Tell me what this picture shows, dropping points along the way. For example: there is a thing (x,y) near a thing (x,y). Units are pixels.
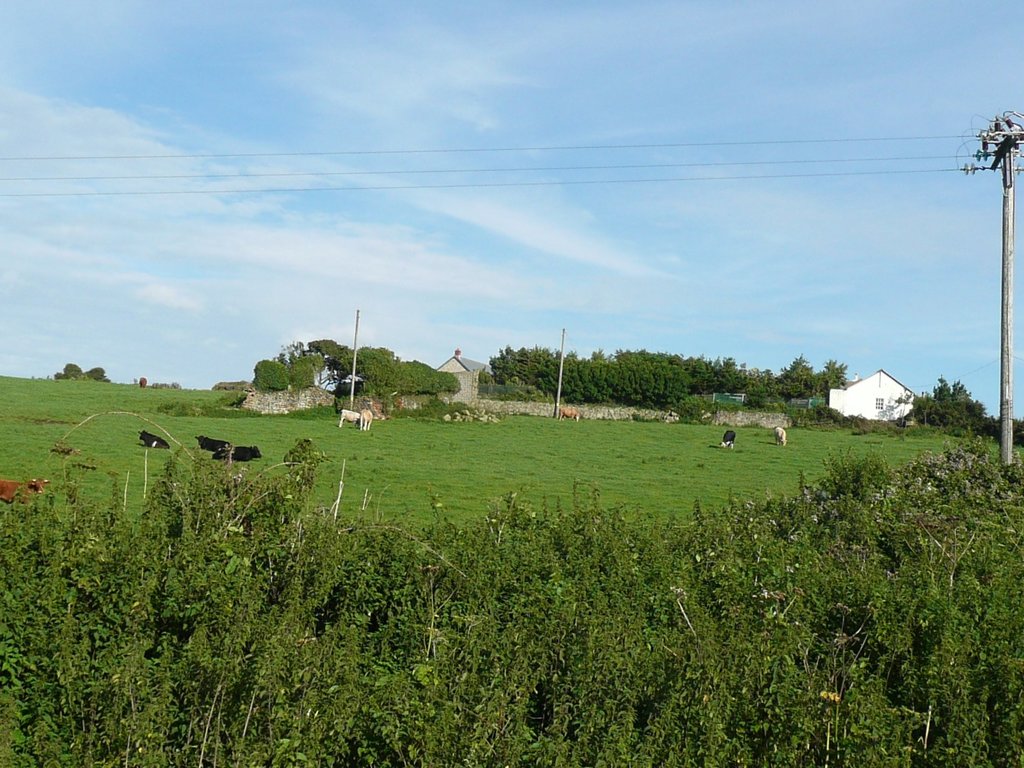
At the bottom (414,637), we see the trees (520,613). On the right side (1001,372), we see an electric pole (1001,333) and wires (790,175). In the middle (466,482), we see the grass (421,449) and the cows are grazing the grass (483,465). In the background (374,355), we see a stone wall (645,409), trees (692,388), buildings (838,408) and the poles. At the top (374,242), we see the sky (378,241) and the clouds (378,255).
